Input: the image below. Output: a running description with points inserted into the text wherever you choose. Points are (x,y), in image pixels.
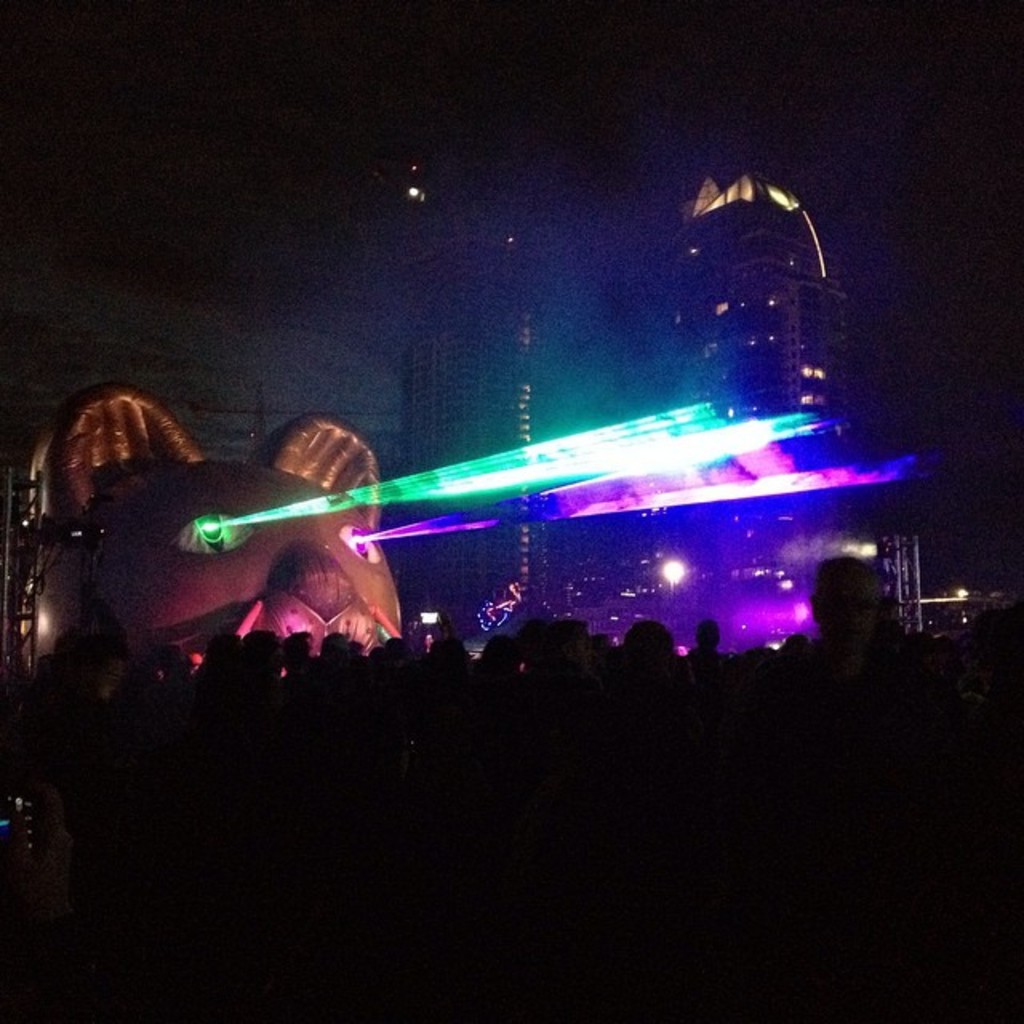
In this image we can see a statue (314,580) with some lights (398,531). We can also see a group of people (605,690) and some buildings (471,389) with windows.
